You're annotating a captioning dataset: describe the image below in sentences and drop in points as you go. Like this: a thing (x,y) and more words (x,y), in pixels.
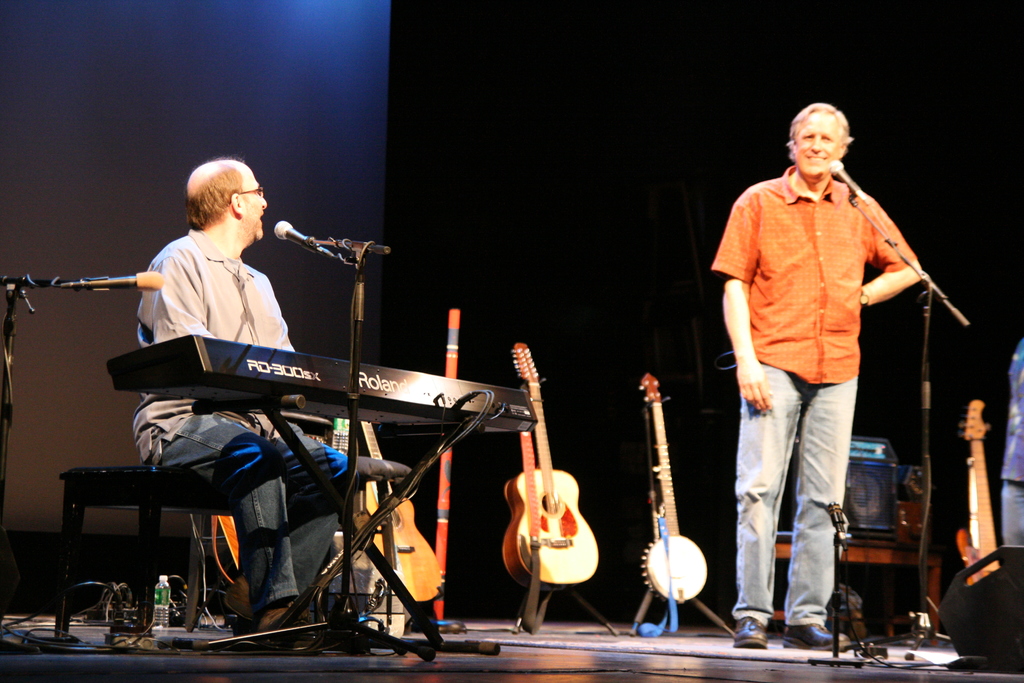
In this image there are two men (809,280), one man (829,258) is standing and another man (241,206) is sitting. The man (827,242) who is standing in front of mic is smiling. The man (196,290) to the left side (215,260) is sitting in front of keyboard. At the background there are some guitars (548,475). At the background (867,496) there is a speaker (873,479).
